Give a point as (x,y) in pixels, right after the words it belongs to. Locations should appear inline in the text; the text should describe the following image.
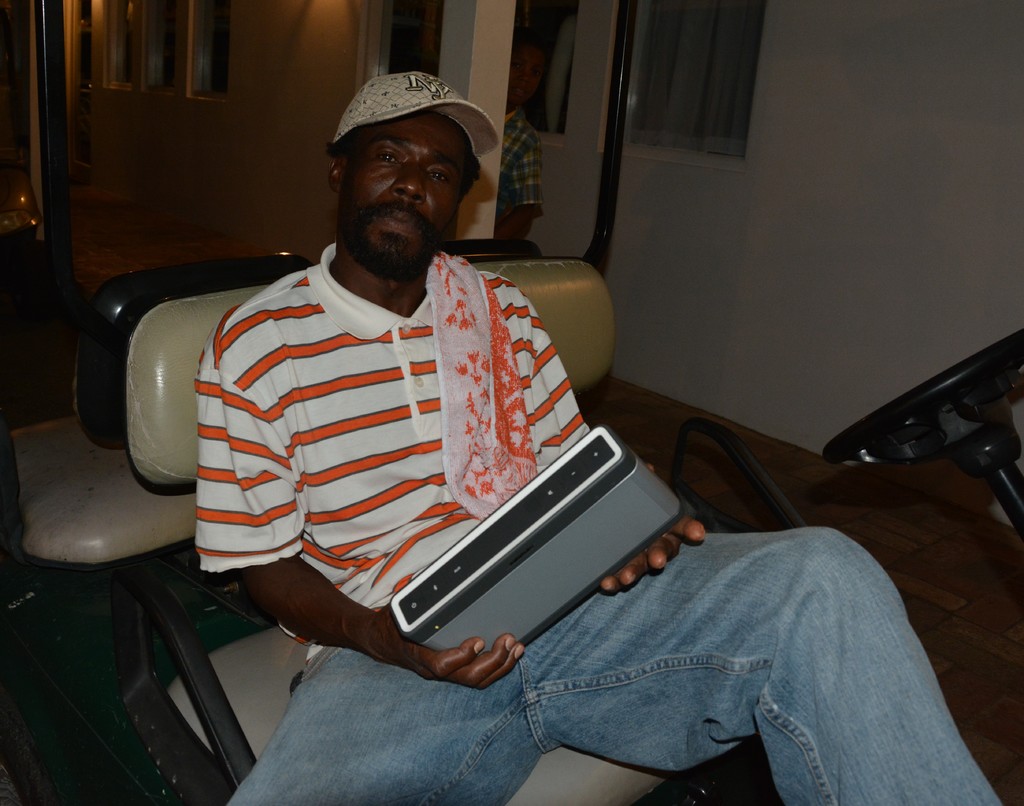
In this image we can see a person (401,307) wearing cap (386,101) is holding something in the hand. He is sitting on a seat (295,667). In the back (511,114) there is a person (528,135). Also there are walls (767,126) with windows (546,32). On the right side (956,406) we can see a steering (930,430).
